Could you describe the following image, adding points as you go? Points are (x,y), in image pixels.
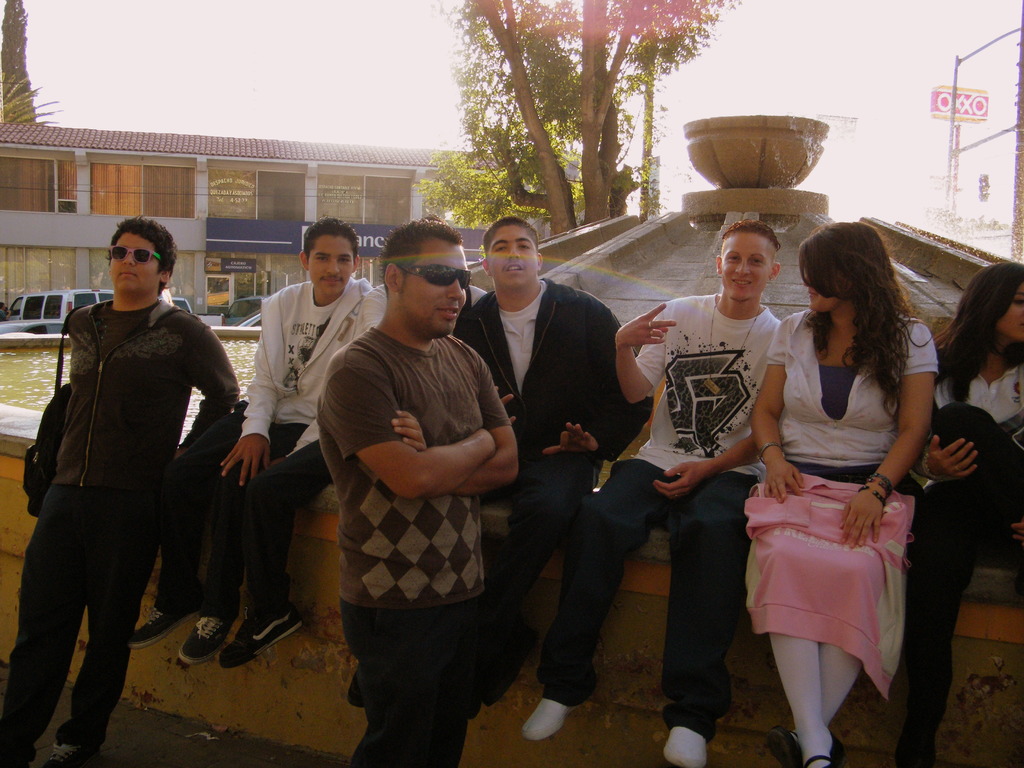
In this image we can see group of people (890,416) sitting on the wall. One person (358,465) wearing goggles (443,271) is standing. In the background (49,298) we can see several vehicles (21,305), building (213,290) and group of plants (469,59) and sky (327,56).
